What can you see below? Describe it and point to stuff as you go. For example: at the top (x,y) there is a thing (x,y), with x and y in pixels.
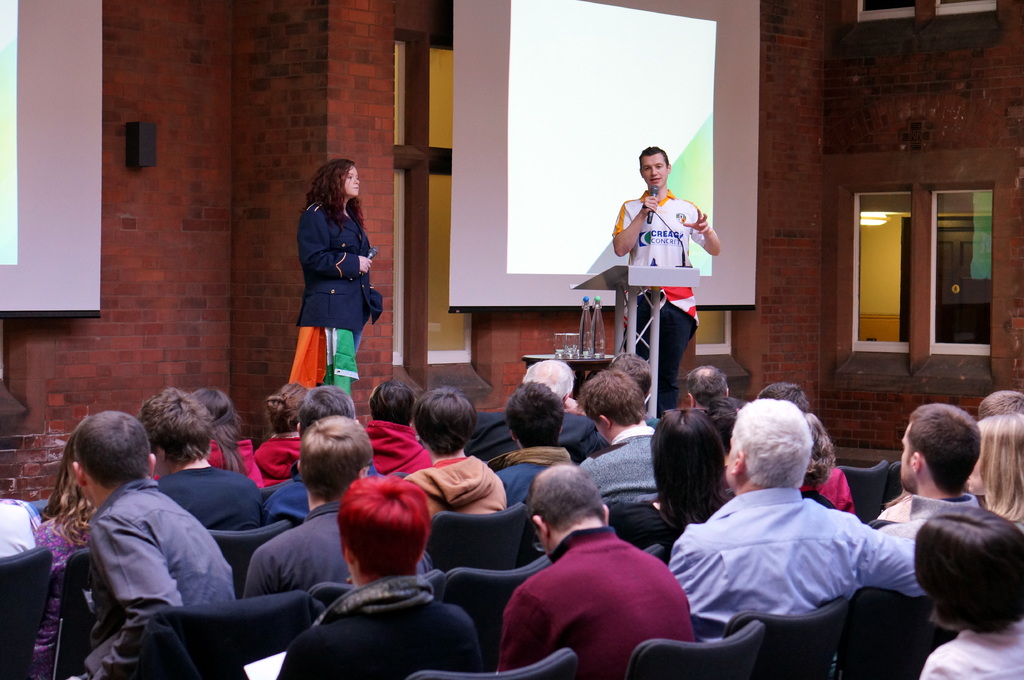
In this picture we can see a few people (354,539) sitting on the chair (261,600) from left to right. There is a person (649,228) holding a microphone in his hand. We can see a few glasses (569,348) and bottles (597,348) on the table (570,362). There is a woman (320,243) holding a microphone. We can see a few projectors (512,254) and a black object (129,135) on the wall (163,173). We can see a few windows (981,246) on the right side (961,312).
